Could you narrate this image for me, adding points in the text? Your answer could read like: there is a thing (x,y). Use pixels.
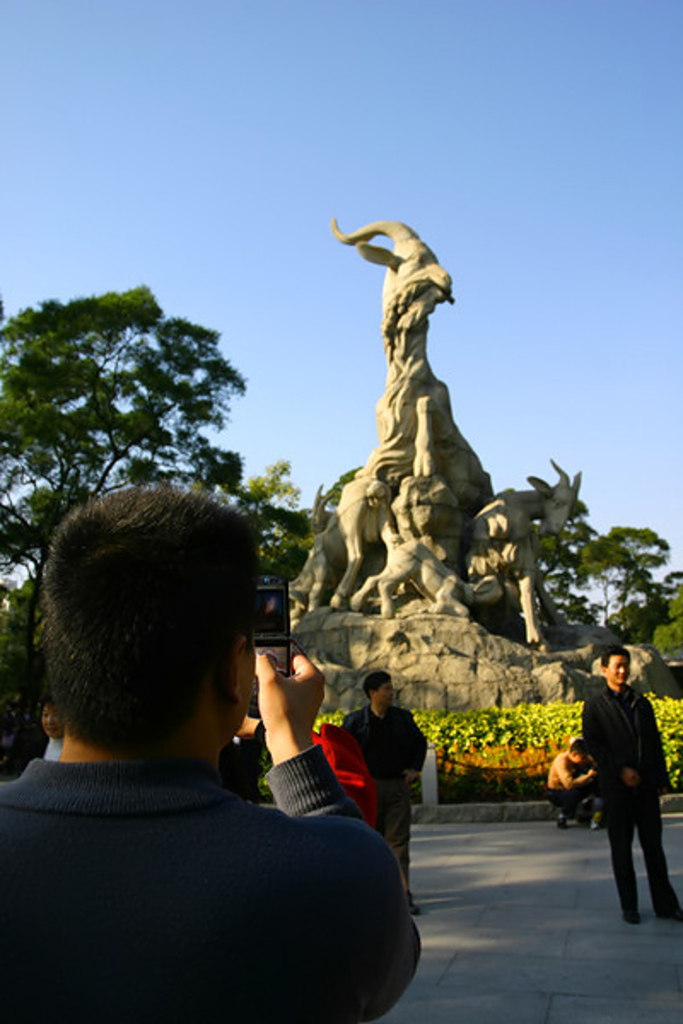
In the center of the image (447,544), we can see a statue (429,570) and in the background (600,760), there are people (313,669), one of them is holding a mobile (287,610) and we can see trees (564,611) and plants (516,759). At the top (401,185), there is sky (126,80) and at the bottom (495,900), there is a road (446,896).
